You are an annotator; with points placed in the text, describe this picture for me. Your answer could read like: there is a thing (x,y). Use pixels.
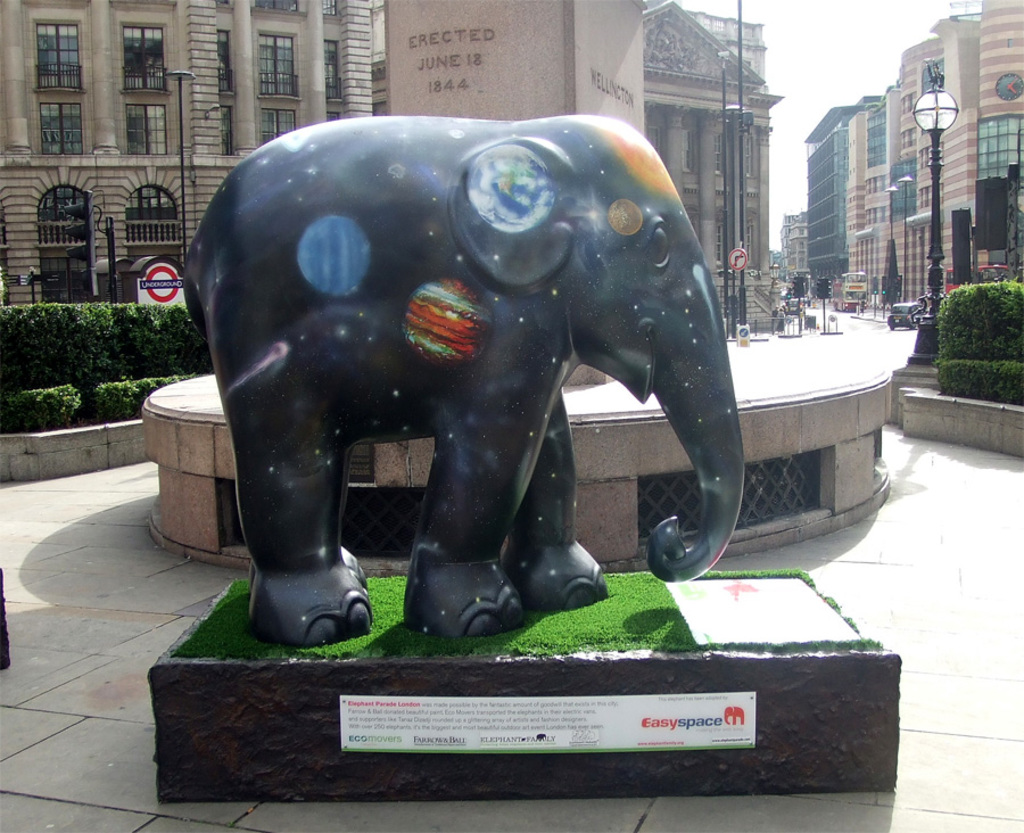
In this image there is the sky (838,71), there is a building (1000,142) truncated towards the right of the image (1006,102), there is a street light (945,103), there are poles (740,40), there are boards (735,252), there are vehicles (904,313), there is a building (173,126) truncated towards the left of the image (84,145), there are plants (52,354) truncated towards the left of the image (54,355), there are trees (982,344) truncated towards the right of the image (980,320), there is a sculpture (435,449) of an elephant (675,432) on a surface (352,669), there is grass (537,636), there is text (479,53) on the wall (448,58), there is an object (10,637) truncated towards the left of the image (1,625), there is a sticker (391,730) on the surface (828,714), there are windows (52,109).
